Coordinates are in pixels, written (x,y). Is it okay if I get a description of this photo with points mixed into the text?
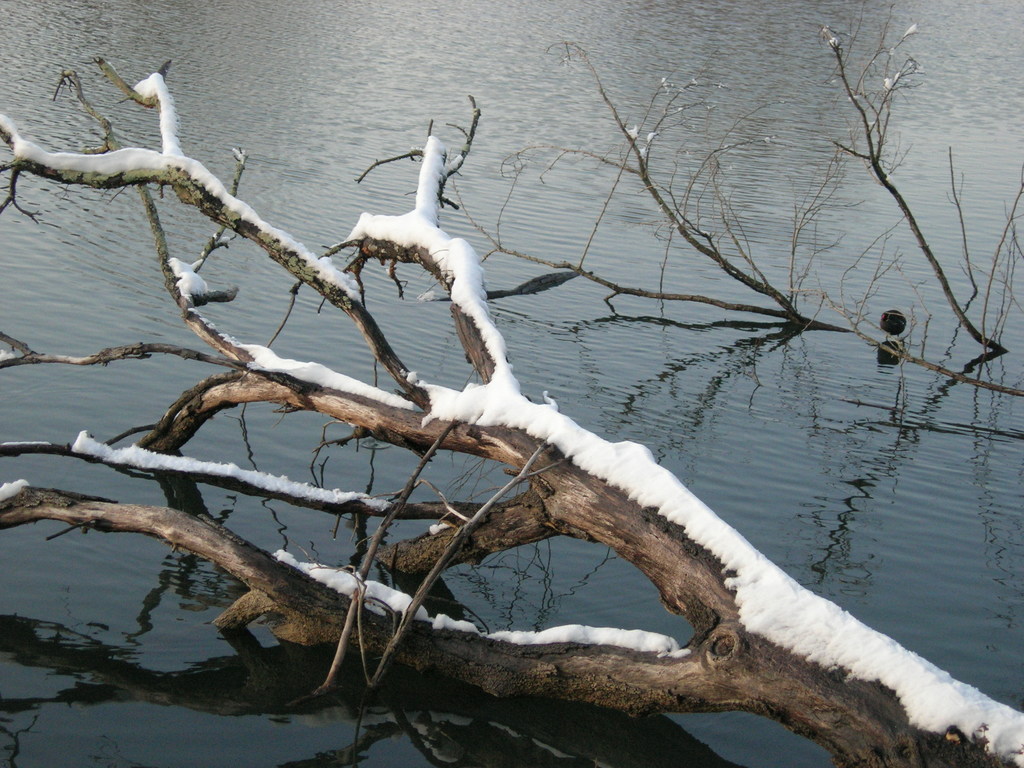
In the center of the image (384,502) there is a tree (657,534) with snow (589,464) on it. At the bottom of the image (308,675) there is water (650,386).
